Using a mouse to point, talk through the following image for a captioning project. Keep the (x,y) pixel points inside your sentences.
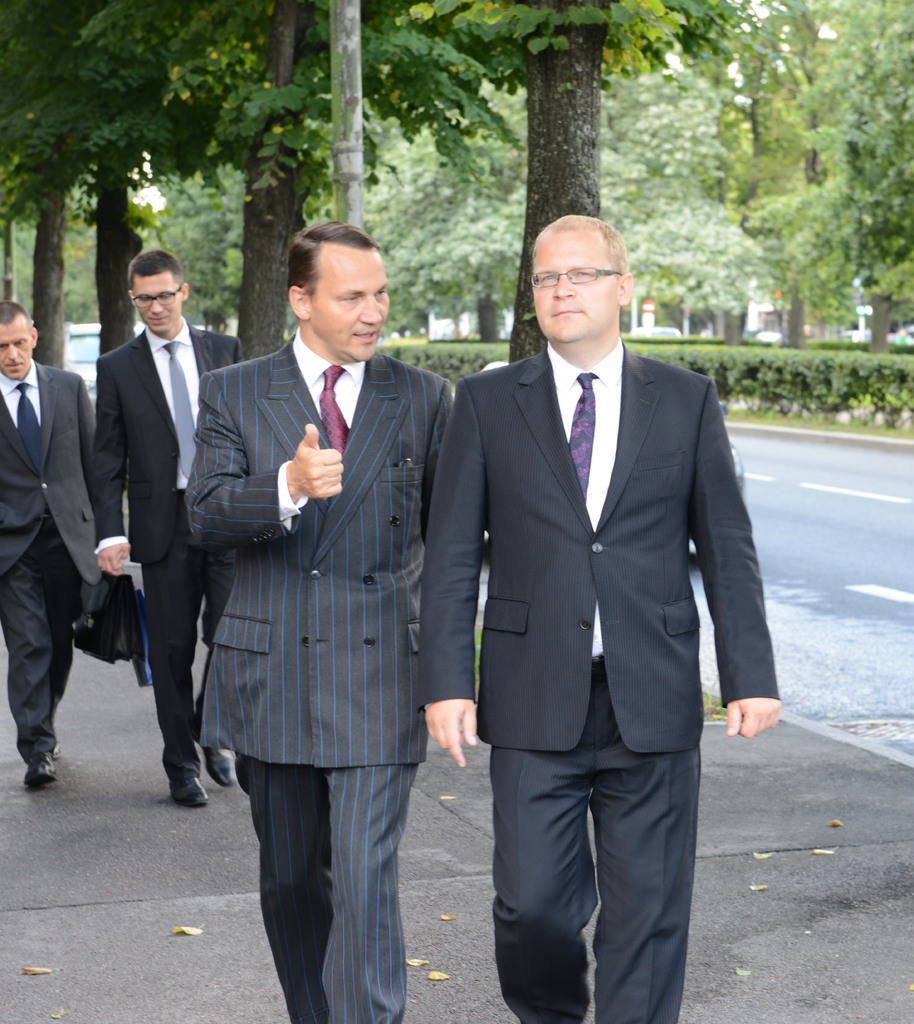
In this image, there are four persons (366,498) wearing clothes (547,547) and walking on the footpath (72,704). There is a road (810,522) in between trees (827,82).
